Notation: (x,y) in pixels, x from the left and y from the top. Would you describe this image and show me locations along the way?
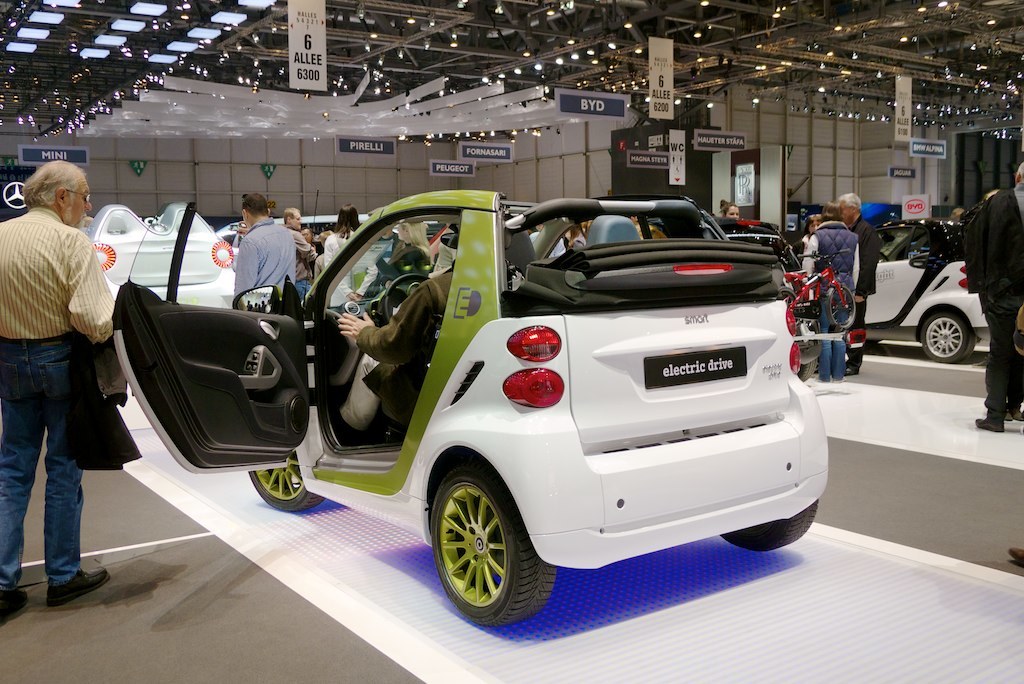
In this image, there are a few vehicles (923,331), people (997,346). We can see the ground (826,395) with some objects (827,259). We can also see some boards (325,60) with text (461,165). We can see the wall (193,181) with some objects (138,171). We can also see the shed (351,73) with some lights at the top (366,17).
